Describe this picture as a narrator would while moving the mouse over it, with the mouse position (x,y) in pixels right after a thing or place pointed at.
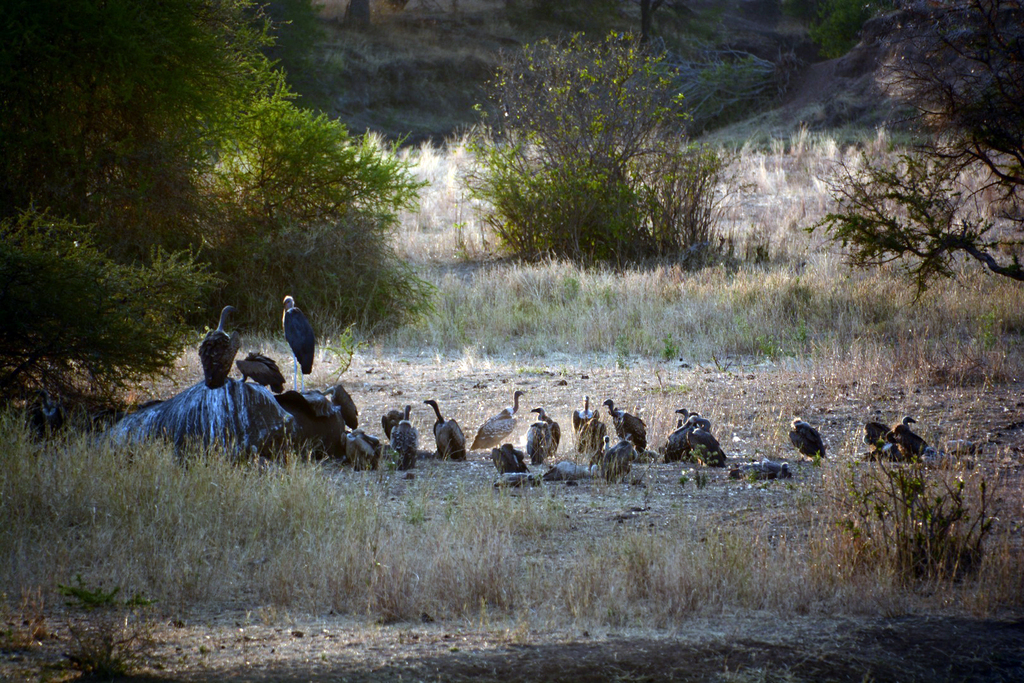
In the picture we can see a surface (746,492) with dried grass (200,518) and some clear surface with some vultures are standing on it and around it also we can see some plants (661,228).
